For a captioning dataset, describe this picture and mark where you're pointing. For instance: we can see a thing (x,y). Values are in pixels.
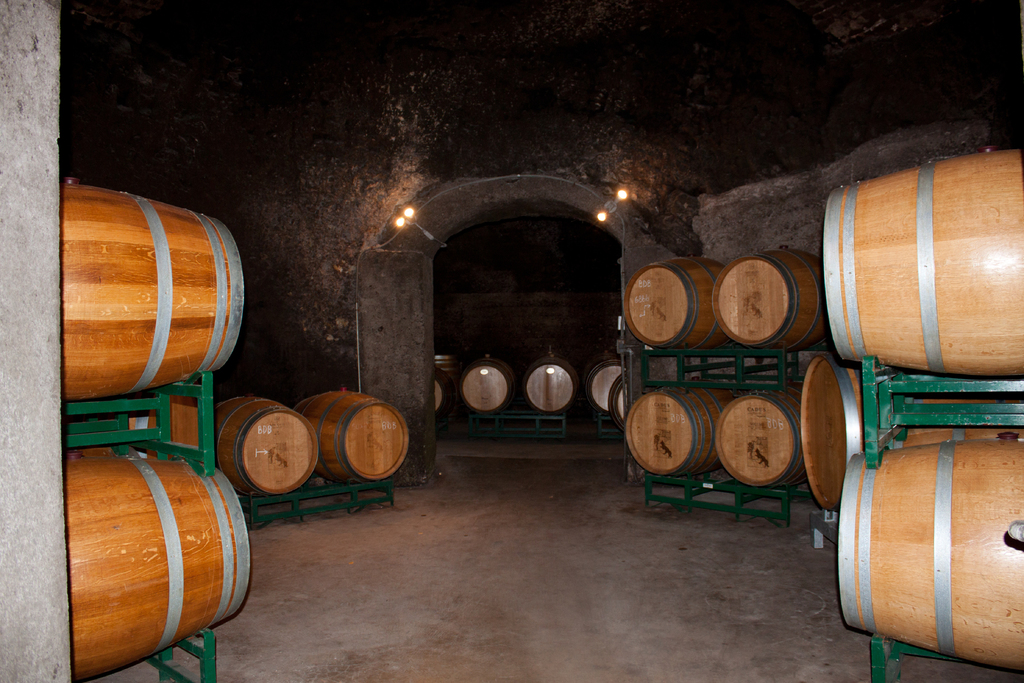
In this image we can see barrels (157,369) on stands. There is wall (523,96). There are lights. At the bottom of the image (464,580) there is floor (470,605).
